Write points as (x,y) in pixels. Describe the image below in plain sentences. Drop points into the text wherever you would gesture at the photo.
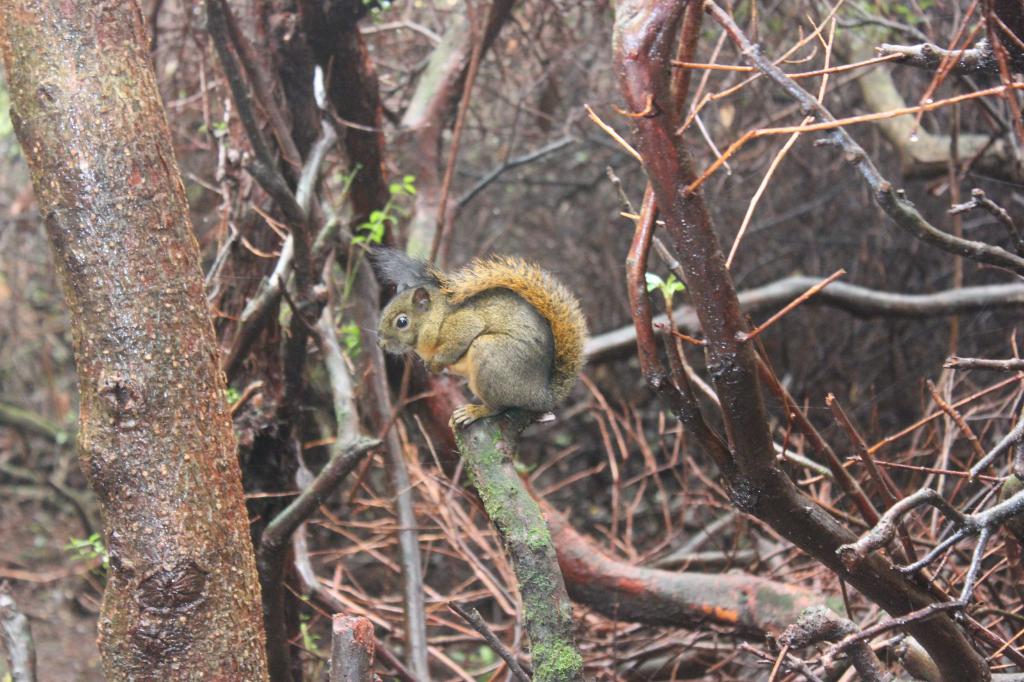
In the center of the image (488,322) we can see squirrel (456,328) on the trees (131,545).
